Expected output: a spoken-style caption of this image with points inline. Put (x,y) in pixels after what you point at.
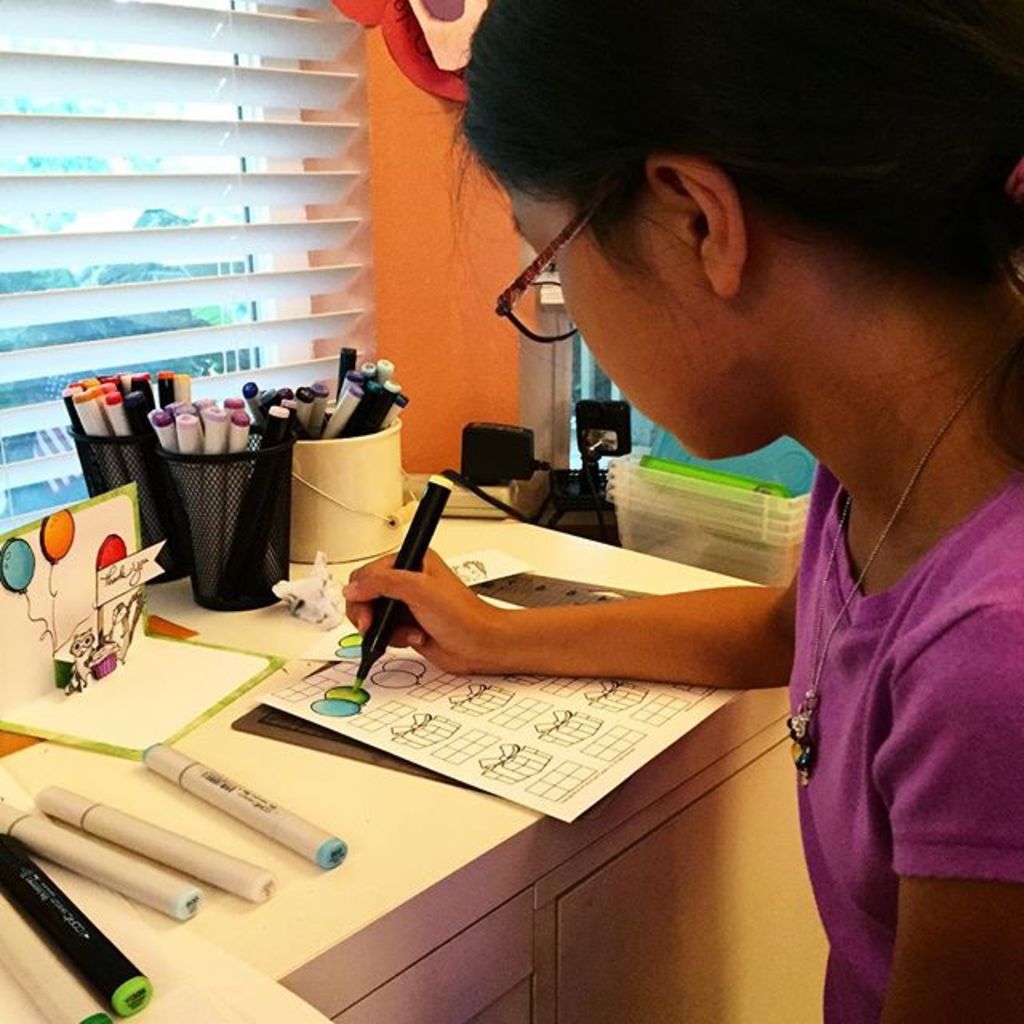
This image is taken indoors. In the background (244,278) there is a window (186,222) with a window blind (200,231) and there is a wall (457,233). On the right side of the image (833,353) there is a girl (940,673) and she is holding a marker pen (375,634) in her hand (418,613) and writing on the paper (472,689). At the bottom of the image (415,954) there is a table (522,908) with a few marker pens (173,852), papers (453,694), pen holders (312,493) and a few objects (465,487). There are a few boxes (670,487).
